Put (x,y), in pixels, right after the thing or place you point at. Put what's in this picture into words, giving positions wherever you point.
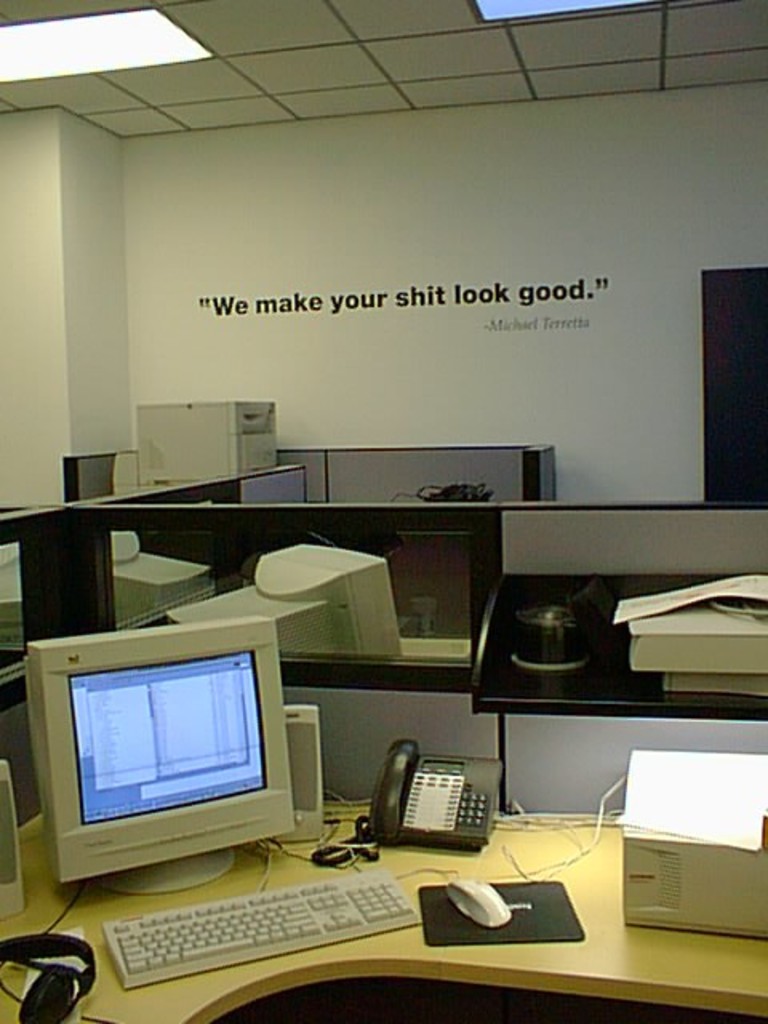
This looking like a office (485,621). There are monitors (280,666), keyboard (217,954), mouse (460,891), phone (444,785) on the desk (464,877). In the room (450,805) there are partitions (457,695). on the wall (262,251) it is written ¨We make your shit look good.¨
